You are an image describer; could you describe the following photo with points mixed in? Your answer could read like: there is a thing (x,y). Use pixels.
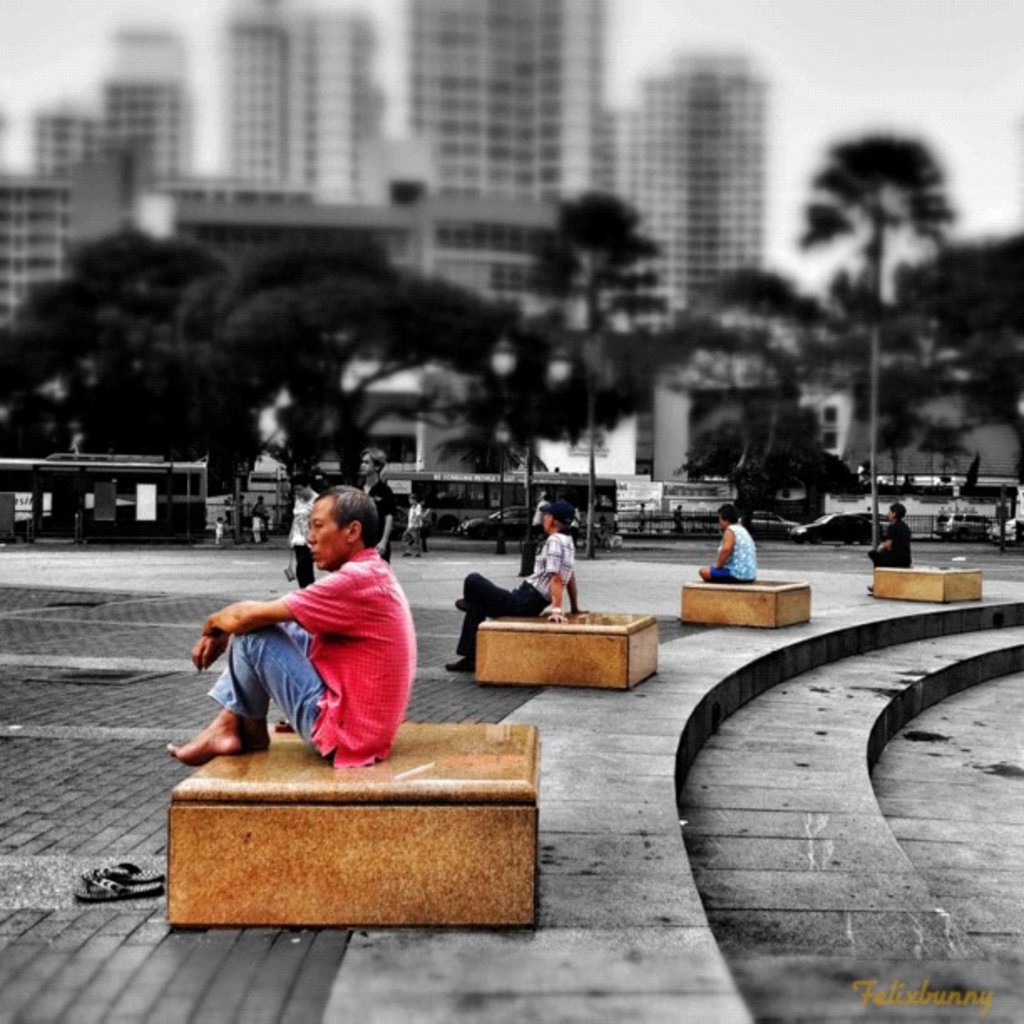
This is an edited image. I can see four people (910,552) sitting and few people (217,539) standing. In the background (168,476), there are trees (596,326), buildings (696,257) and vehicles (518,518) on the road (853,548). At the bottom right side of the image (942,1004), I can see the watermark (917,1004).
